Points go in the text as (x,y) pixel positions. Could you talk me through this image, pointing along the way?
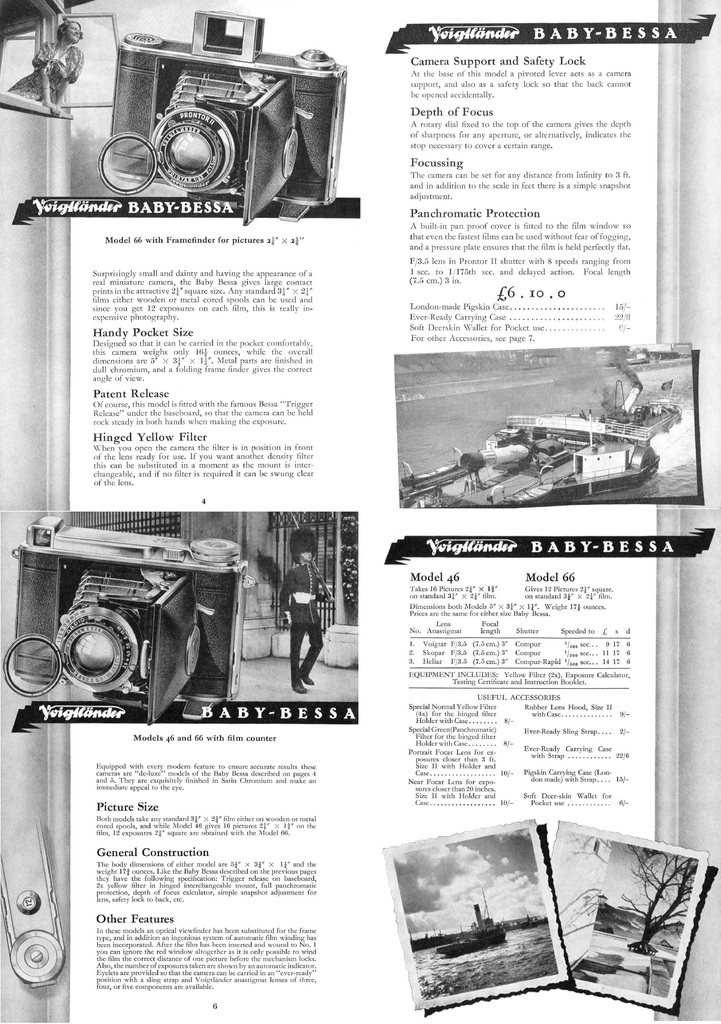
It is a black and white image. In this image we can see a paper (416,124) with the text (527,756). We can also see the pictures (274,614).
